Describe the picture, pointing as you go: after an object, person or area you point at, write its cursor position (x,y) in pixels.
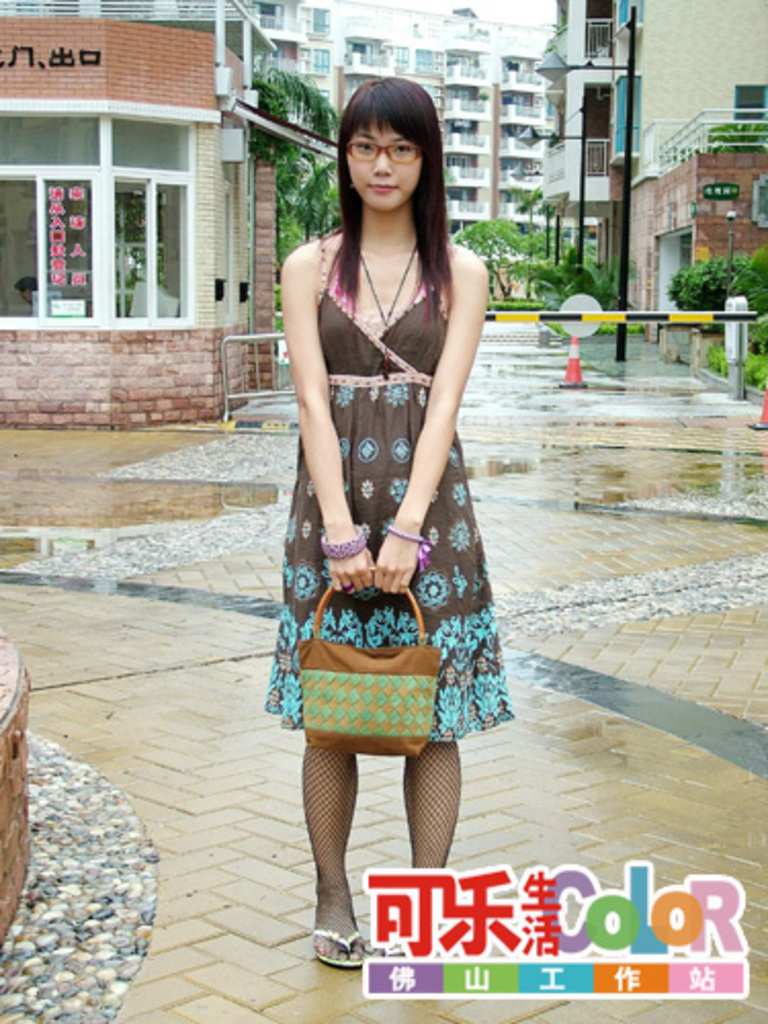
This is the woman (350,487) standing and holding the hand bag (387,589) in her hands (387,589). These are the buildings (464,62). I can see small bushes (686,280) and trees (543,260). This is the person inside the building (162,291). This looks like the window (110,215). These are the letters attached to the wall (54,79). This is the gate (614,313). these are the small stones (89,889) laying on the floor (103,910).
